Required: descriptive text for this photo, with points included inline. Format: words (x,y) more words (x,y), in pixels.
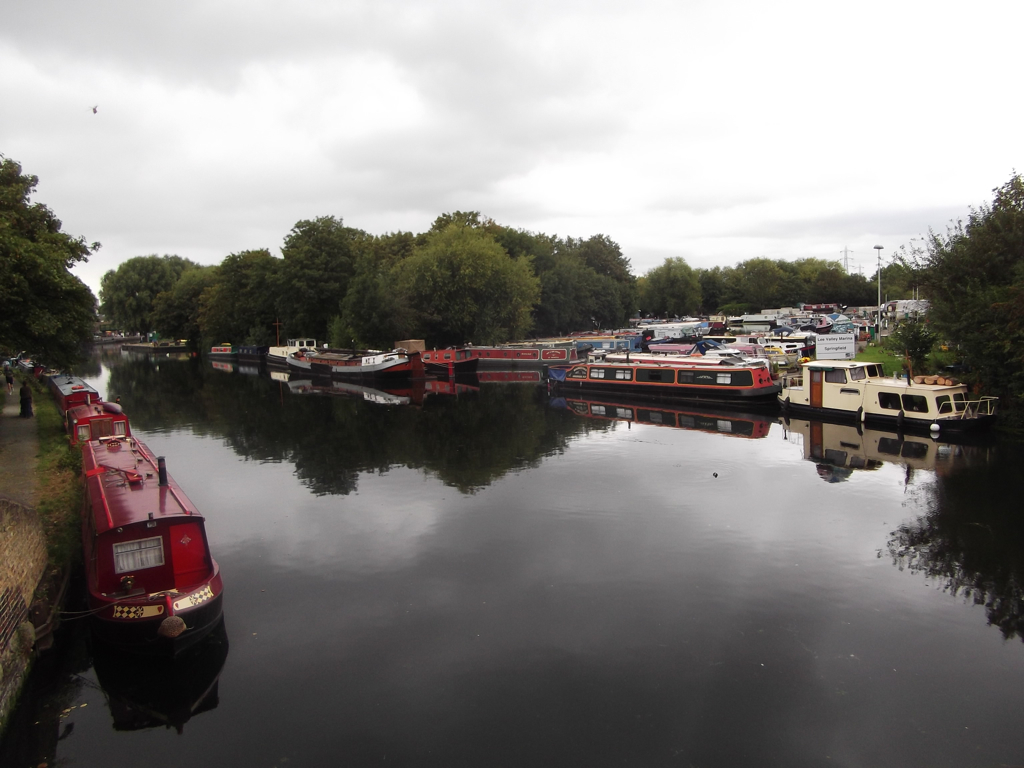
In the image in the center (658,324), we can see a few boats (277,347) on the water (343,480). In the background (484,235), we can see the sky (831,198), clouds (35,111), trees (966,342), boats (801,347) etc.
